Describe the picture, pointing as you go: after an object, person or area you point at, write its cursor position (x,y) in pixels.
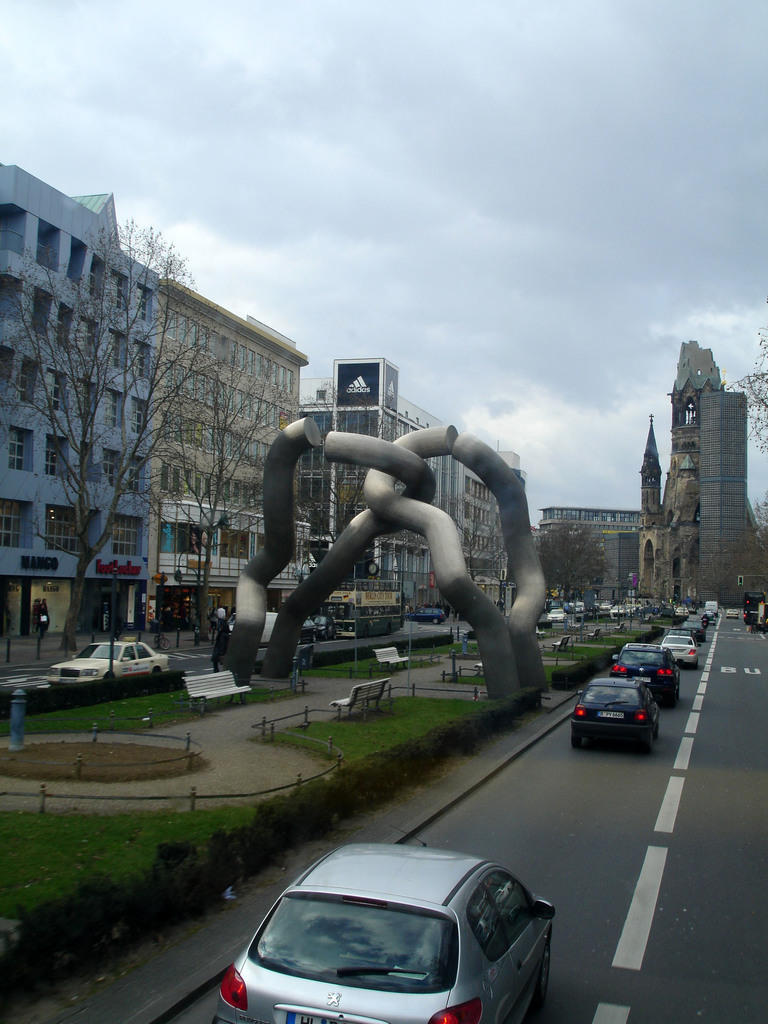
In the picture we can see a road (654,798) with some vehicles (422,886) on it and besides it we can see a grass surface (332,674) with railing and some chain joint sculpture (287,662) and besides we can see another road (19,673) and on it we can see a car (102,646) and in the background (74,611) we can see some trees (83,542) and buildings (102,507) and behind it we can see sky (361,299) and clouds (544,393).
